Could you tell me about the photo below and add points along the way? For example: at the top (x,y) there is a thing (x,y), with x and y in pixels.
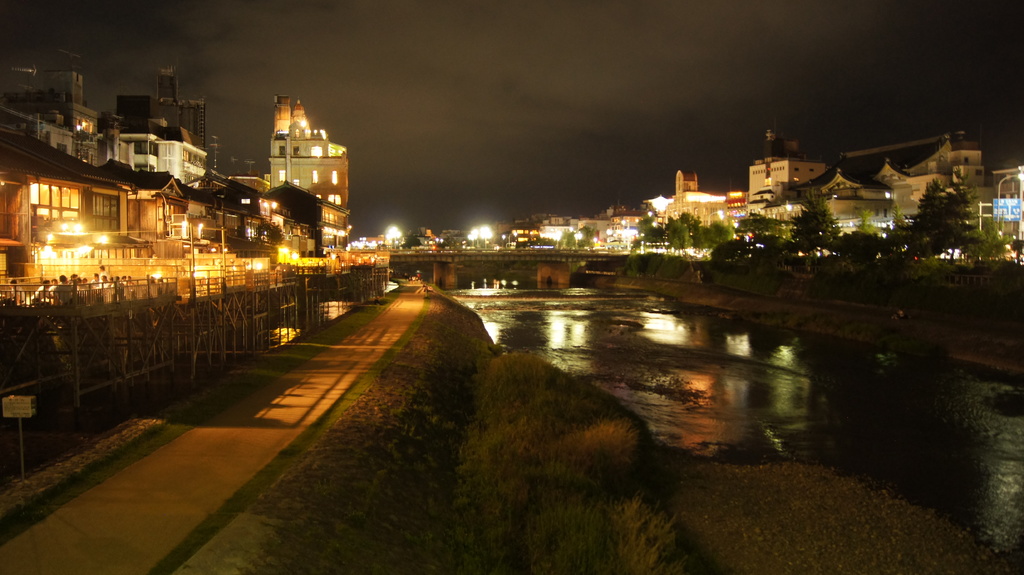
On the left side of the image (219,422) there is a road (199,426). Beside the road (199,426) there's grass (430,525) on the ground (482,449). And also there is water (694,349). Above the water (483,305) there is a bridge (544,276) with pillars (560,280). Behind the road (237,421) on the left side (129,355) there is railing (198,285) with wooden poles (171,344). And also there are few people (59,292). In the image there are buildings (275,202) with lights (515,233). At the top of the image (383,79) there is sky (506,79).
